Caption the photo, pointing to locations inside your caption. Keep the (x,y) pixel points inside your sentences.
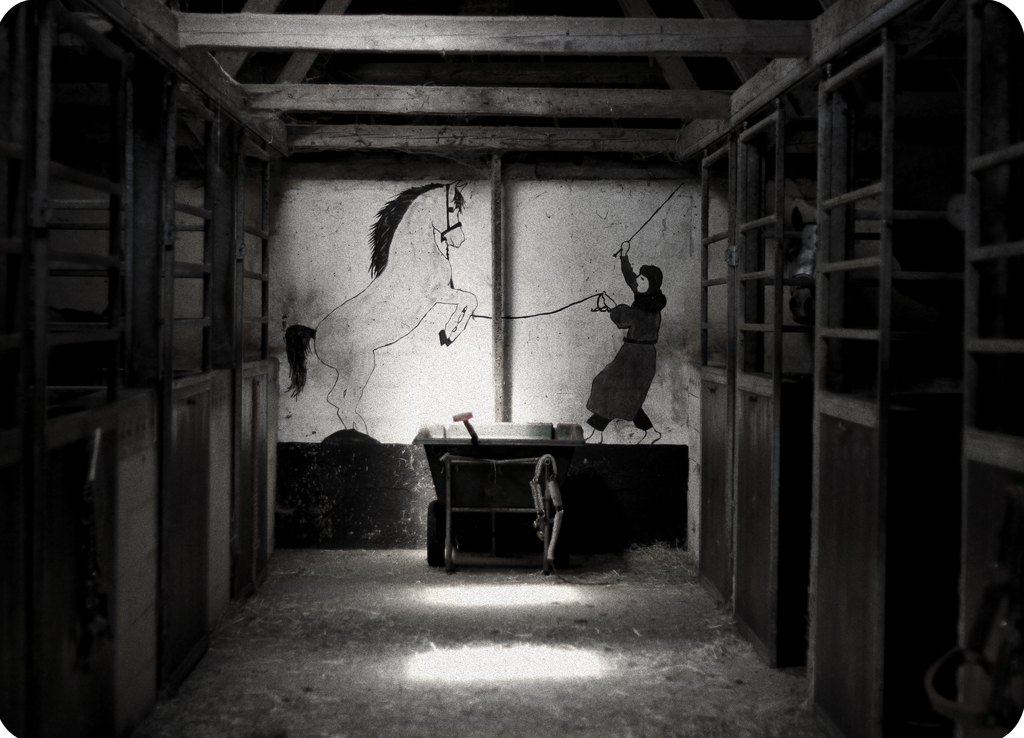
This is a black and white photo. This picture is an inside view of a building (576,501). In the center of the image (655,287) we can see the painting (517,312) of a person (642,313) and horse (431,299) on the wall (487,320). At the bottom of the image (509,514) we can see a cart (525,496). In the background of the image (411,525) we can see the doors (30,546), wall (515,311). At the top of the image (563,79) we can see the roof (586,132). At the bottom of the image (607,665) we can see the floor (422,668).
